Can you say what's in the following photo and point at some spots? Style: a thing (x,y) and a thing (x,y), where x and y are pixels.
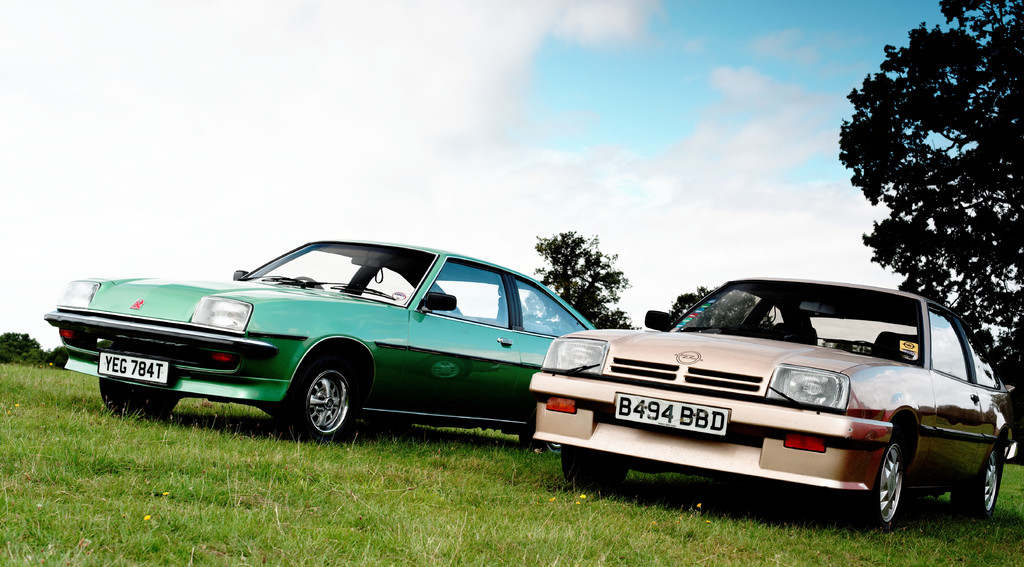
In this image we can see cars (331,338) on the ground (662,506). Here we can see grass (129,449) and trees (1010,235). In the background (847,211) there is sky (553,132) with clouds (494,96).
